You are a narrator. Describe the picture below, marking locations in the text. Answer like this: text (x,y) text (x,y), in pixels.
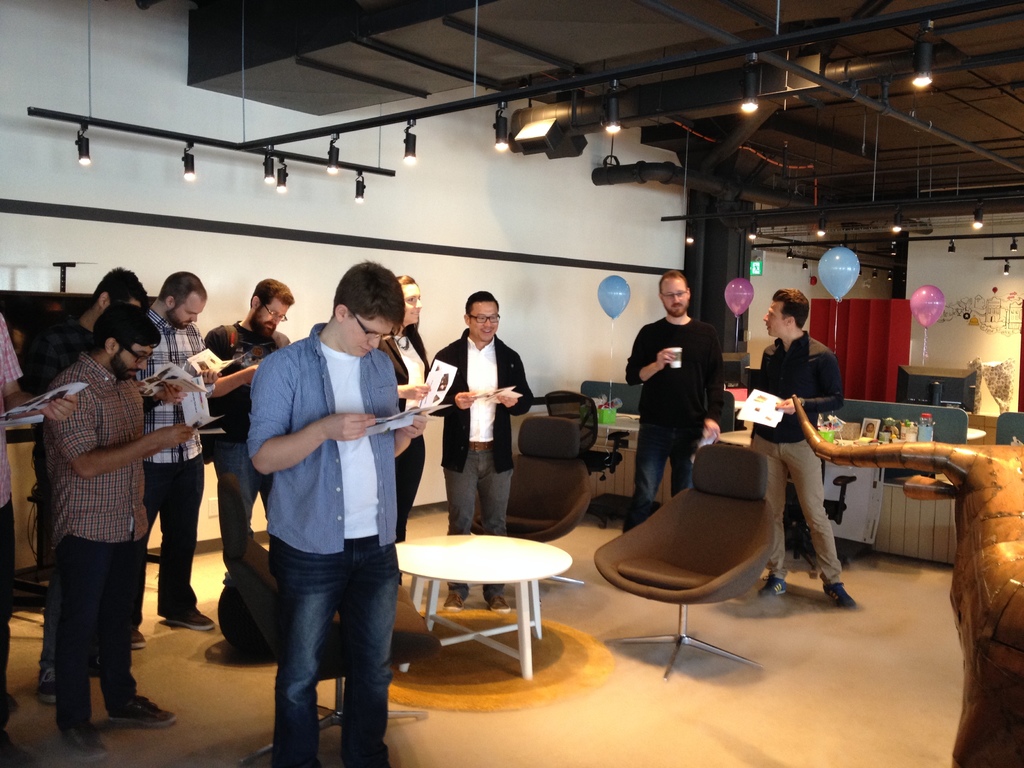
In this picture we can see some persons (491,533) are standing on the floor (589,749) and looking in to the paper (414,409). This is table (522,547) and these are the chairs (659,520). And he hold a glass (680,362) with his hand (663,351). These are the balloons (944,302). And on the background (579,228) there is a wall (488,232). And these are the lights (405,159).
